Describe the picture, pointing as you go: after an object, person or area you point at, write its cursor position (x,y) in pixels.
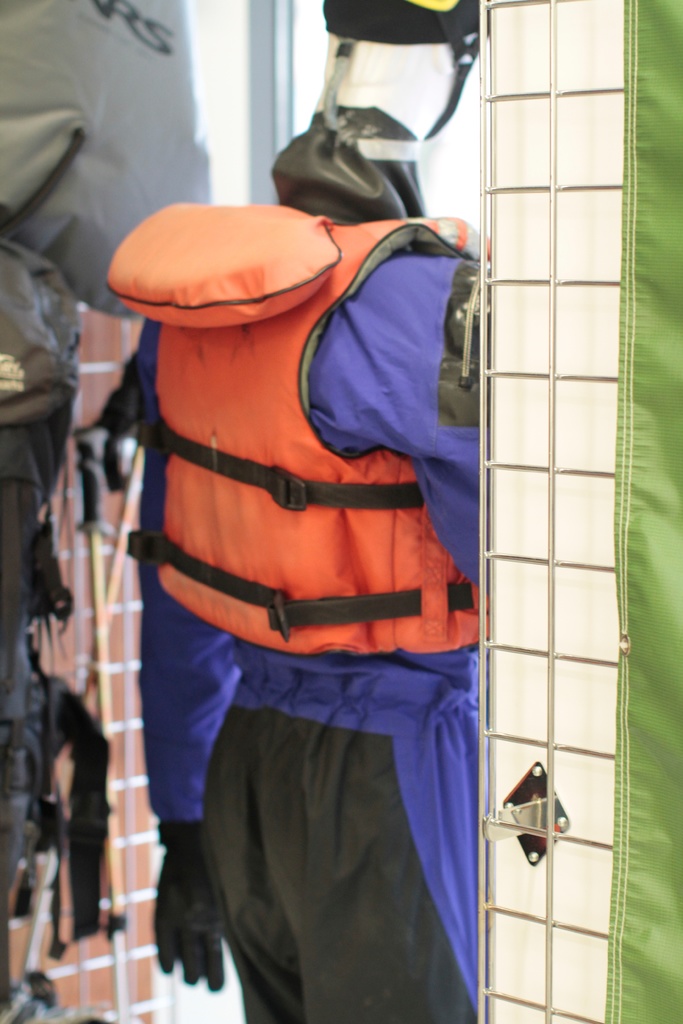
In this image there is a mannequin (441,320) to which there is a jacket (282,466). In the background (97,548) there are sticks (95,513). There is a helmet (391,27) to the head (386,78).
